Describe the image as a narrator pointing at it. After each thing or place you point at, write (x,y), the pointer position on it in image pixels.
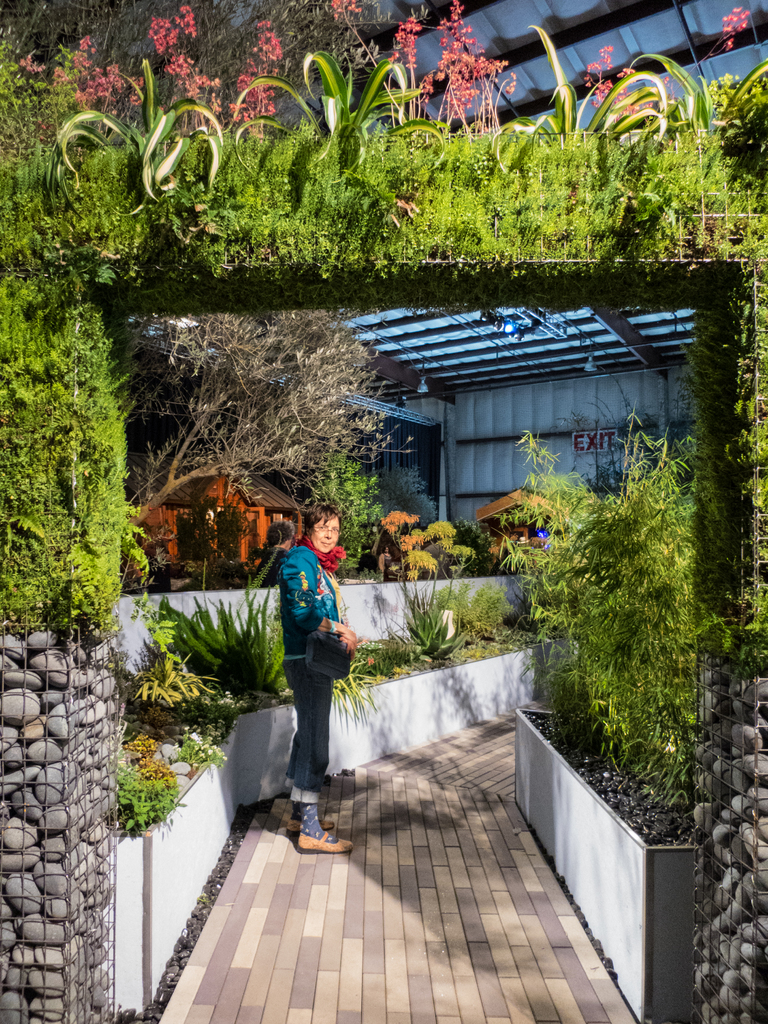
In the image there is an arch shape (712,942) with stones (96,729) and plants (714,460). There is a lady (308,624) standing on the path (308,892). Behind the lady (294,601) there are plants (256,646), trees (375,422) and also there are small walls (136,868). In the background (416,375) there is a roof (521,341) and a wall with sign board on it.
